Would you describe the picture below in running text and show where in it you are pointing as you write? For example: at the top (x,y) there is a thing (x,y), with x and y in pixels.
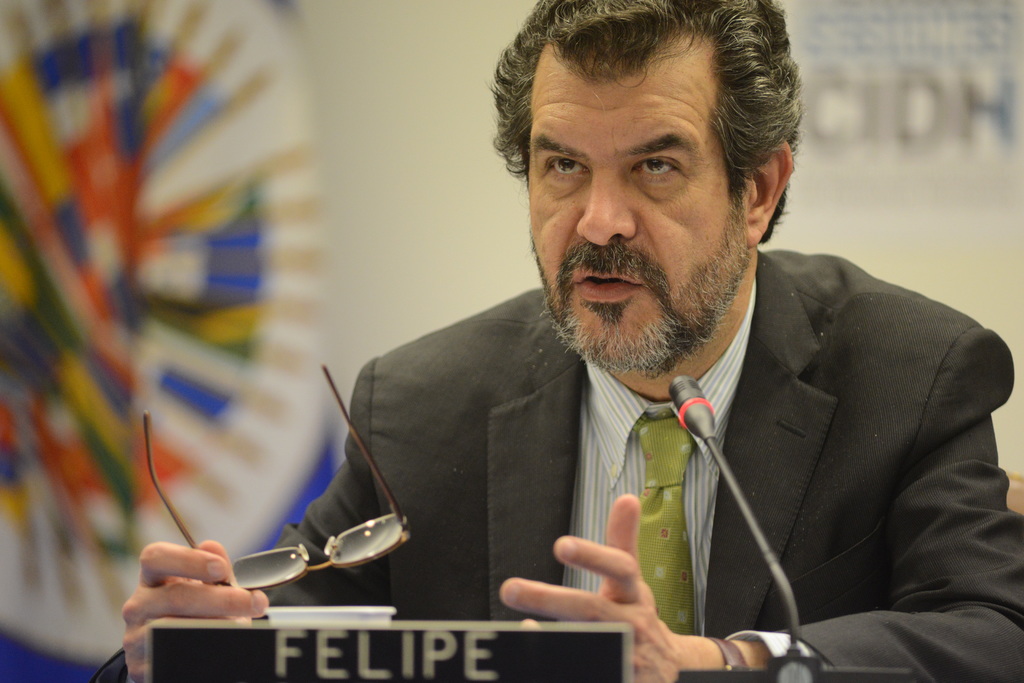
In this image we can see a person (639,427) talking and holding spectacles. In front of the person (701,537) we can see a microphone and board (322,631) with text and blur background (898,30).
